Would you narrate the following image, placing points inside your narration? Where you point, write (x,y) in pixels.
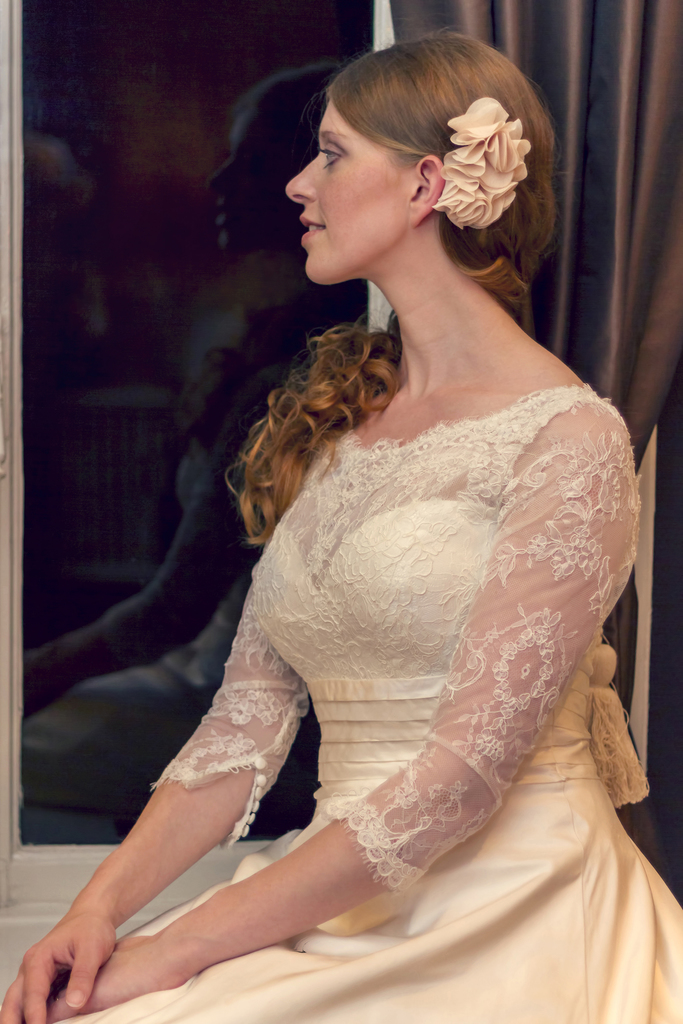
In this image I can see the person (411,630) is wearing cream color dress (411,630). I can see the glass window (171,226) and the brown color curtain (584,181).
